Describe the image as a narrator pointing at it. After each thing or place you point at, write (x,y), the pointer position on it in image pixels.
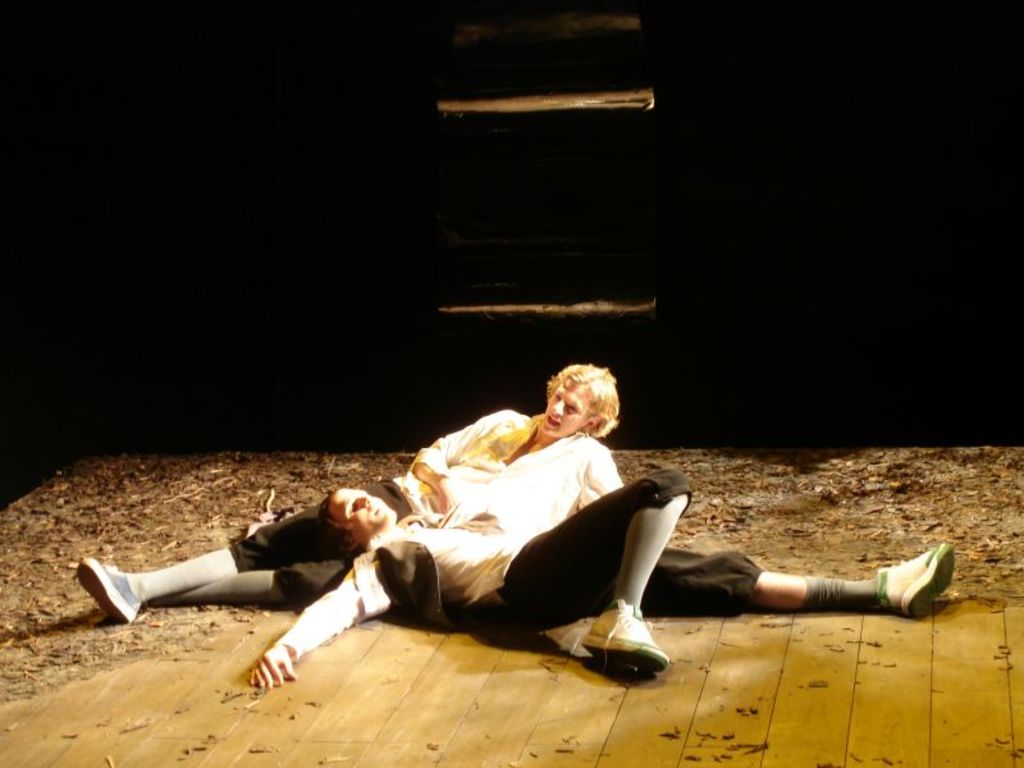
In this picture we can see two persons (551,509) are lying, at the bottom (153,512) we can see sawdust (232,470), there is a dark background (271,132).
